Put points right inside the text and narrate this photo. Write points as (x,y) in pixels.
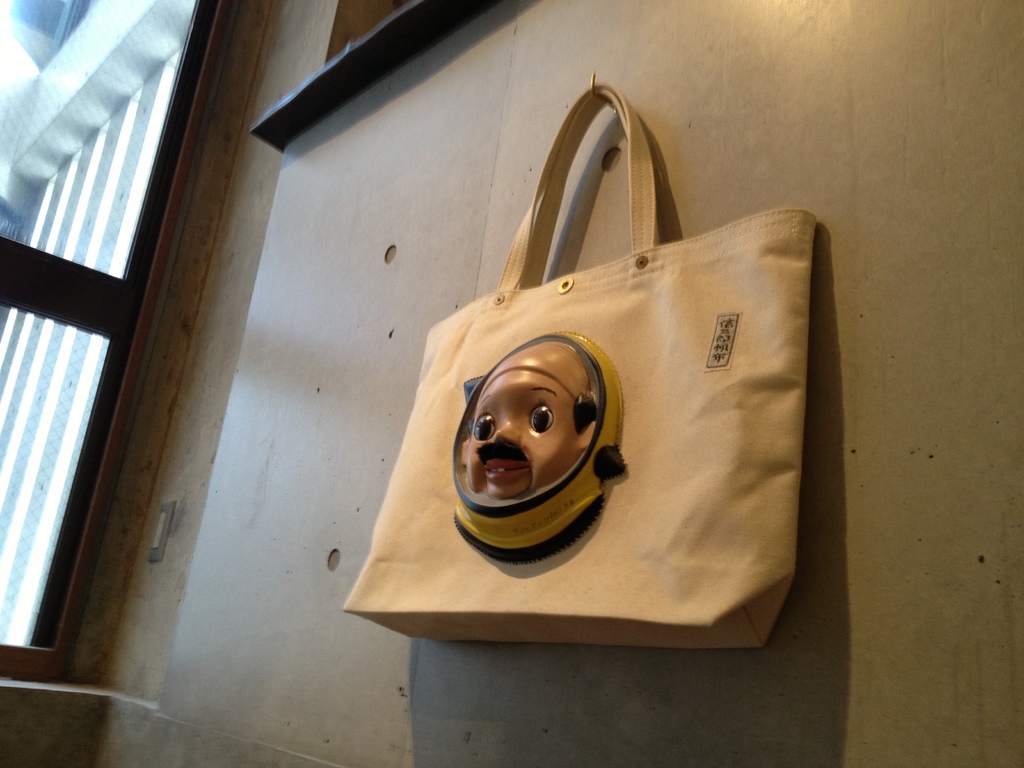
In this image there is a bag (688,283) hanging to the wall (628,44). At the back (97,307) there is a window (118,122).
